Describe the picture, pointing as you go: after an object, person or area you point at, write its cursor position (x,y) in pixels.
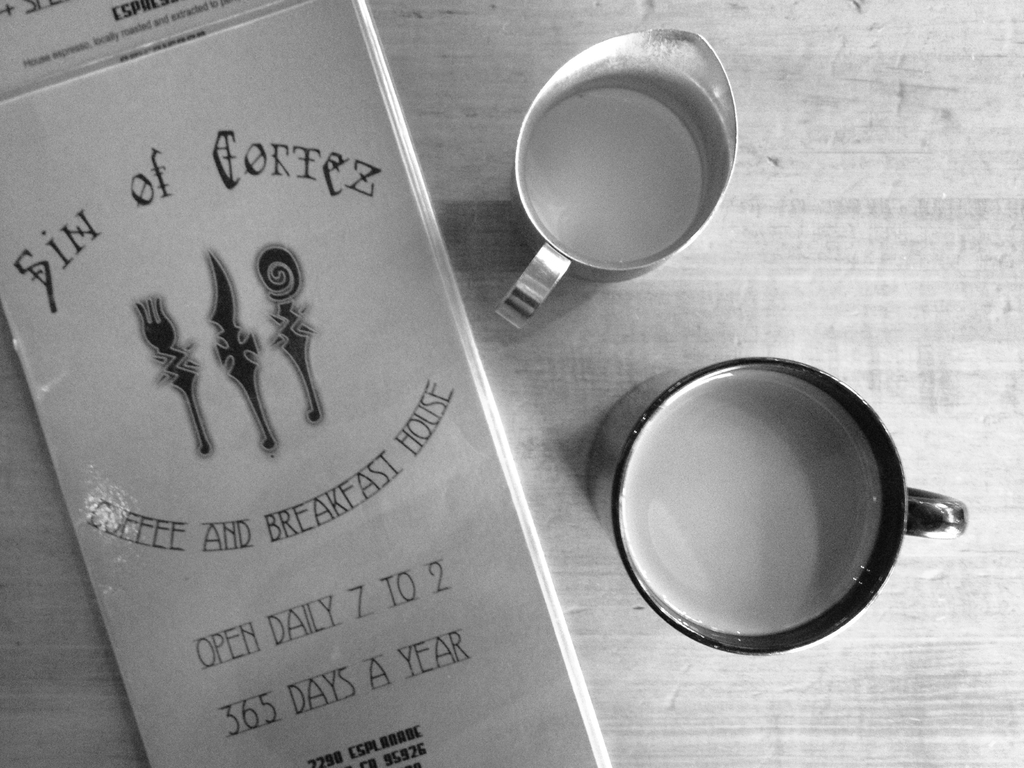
In this image there are two cups (604,268) with liquids (629,124) in it, and a book (330,53) on the table (736,196).
